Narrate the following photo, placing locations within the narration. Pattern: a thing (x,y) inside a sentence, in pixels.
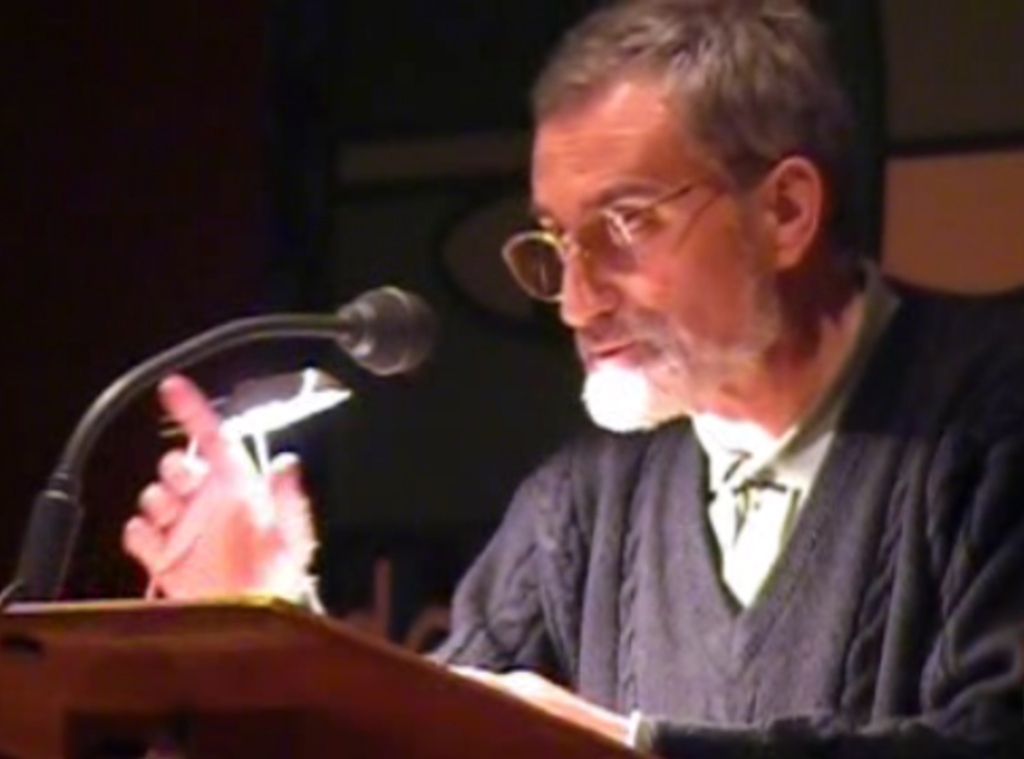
In this image there is a person (680,509) standing and speaking, there is a light (313,401), there is a microphone (392,328), the background of the person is dark.
